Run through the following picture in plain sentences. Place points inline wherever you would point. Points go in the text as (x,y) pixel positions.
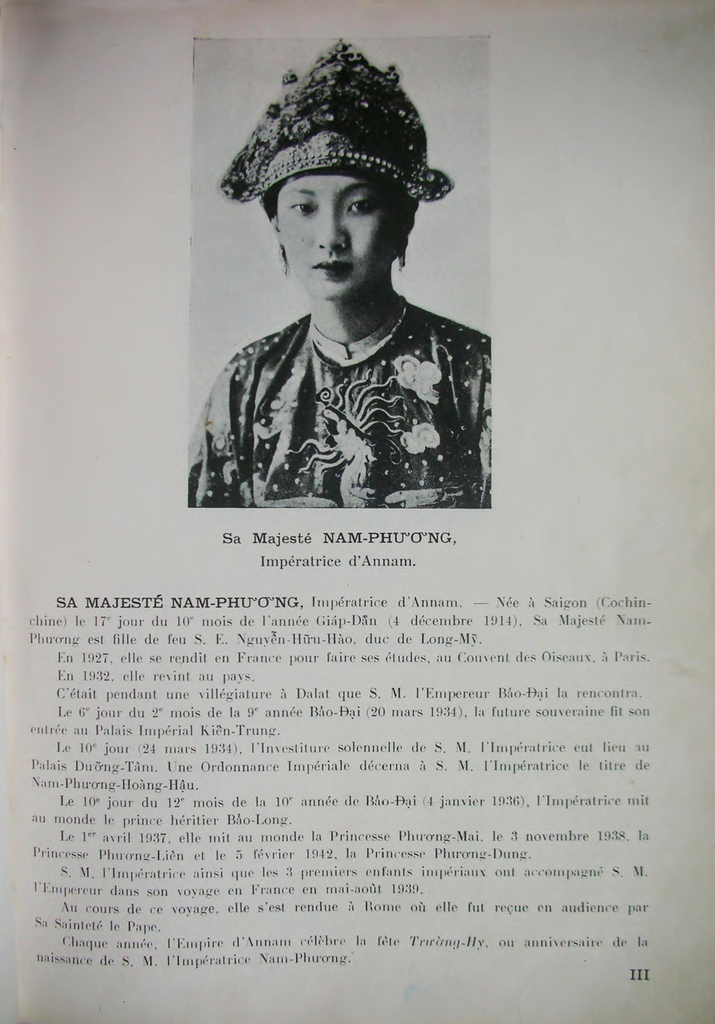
In this picture we can see a paper (294,718), in the paper (312,686) we can find a woman (368,411).
